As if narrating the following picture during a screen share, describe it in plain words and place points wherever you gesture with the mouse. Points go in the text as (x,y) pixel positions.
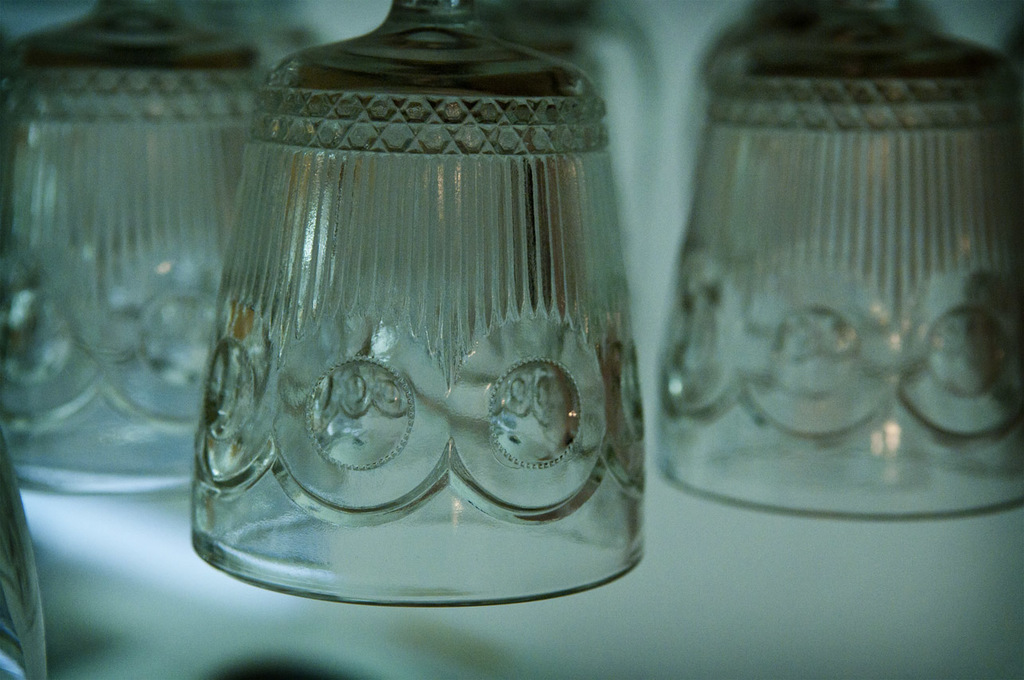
In this picture I can see few glasses (622,264) and a white color background (715,656).
